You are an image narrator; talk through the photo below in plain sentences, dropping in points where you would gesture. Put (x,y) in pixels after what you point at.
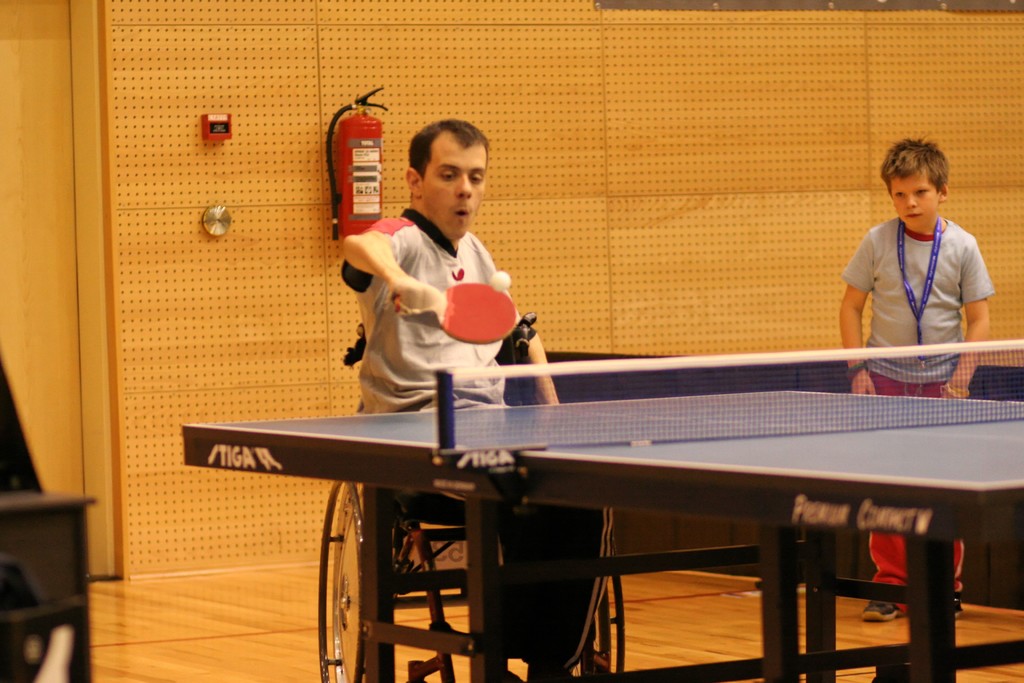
In this image in the center (406,349) there is one person (462,387) who is sitting on wheelchair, and he is playing table tennis. In front of him there is table (993,469), net (737,394) and on the right side (885,312) there is one boy (846,342) standing. In the background (861,167) there is wall (294,122), on the wall (284,159) there are some objects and on the left side (46,554) there is some object (27,483). At the bottom (154,599) there is floor (723,658).
